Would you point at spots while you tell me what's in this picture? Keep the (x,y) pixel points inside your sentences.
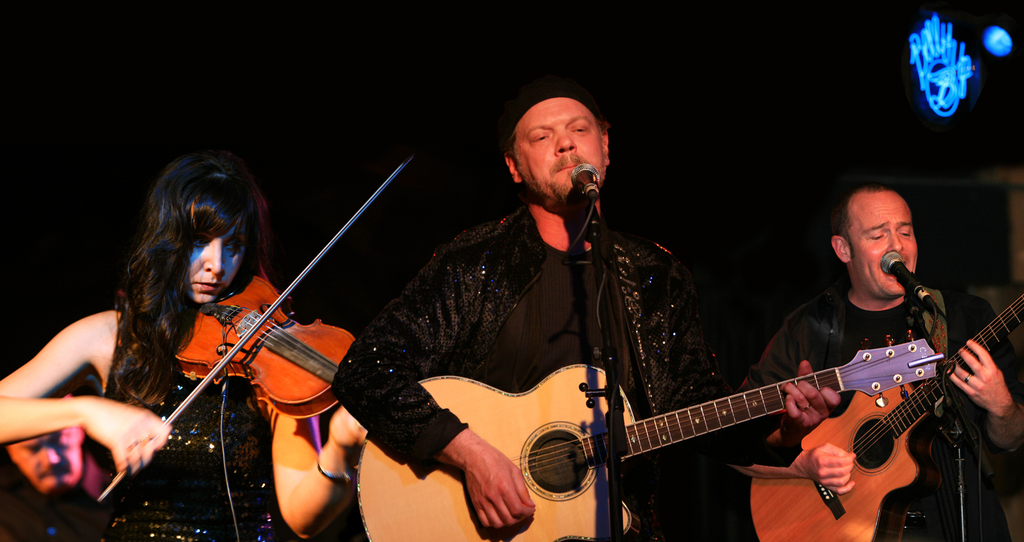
A man (489,292) in center (507,288) is playing guitar (555,435). In front of him there is a mic (581,185) and mic stand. On the side a woman (165,440) is playing violin (260,352). On the right side (911,450) man (846,453) is singing and playing guitar (900,432). In front of him there is a mic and mic stand (908,316). In the background (930,92) there is light (923,68).
